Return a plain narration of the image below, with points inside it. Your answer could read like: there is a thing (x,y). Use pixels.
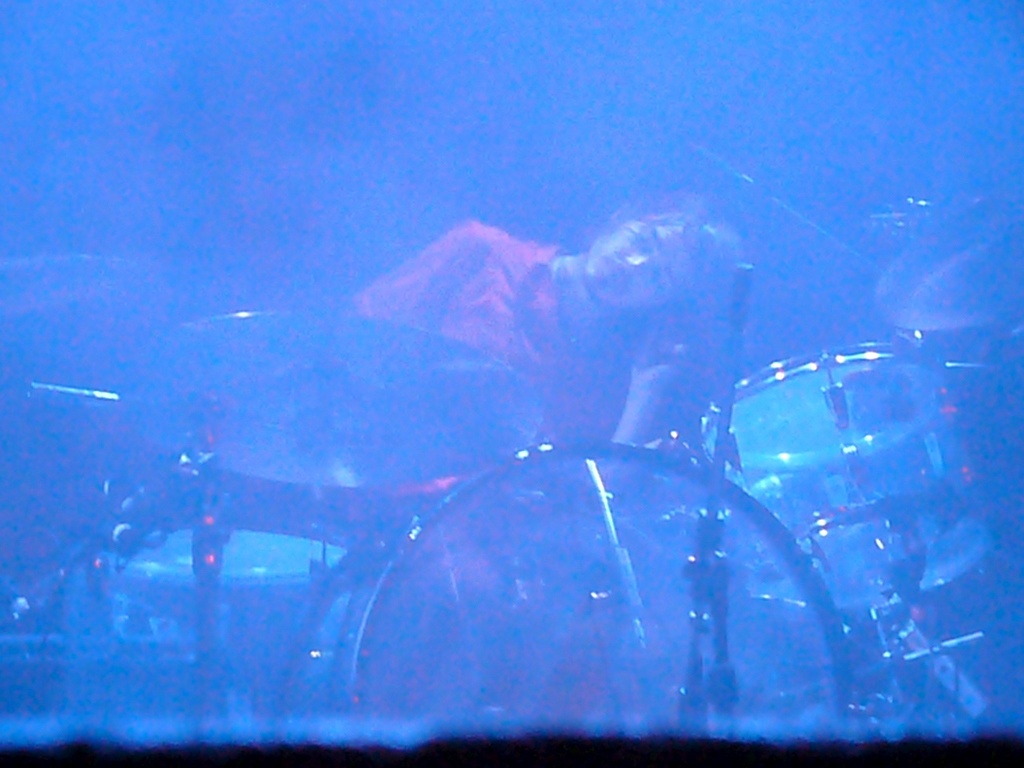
In this image we can see a man (633,245) and we can see the drums (595,619) in front of him.
